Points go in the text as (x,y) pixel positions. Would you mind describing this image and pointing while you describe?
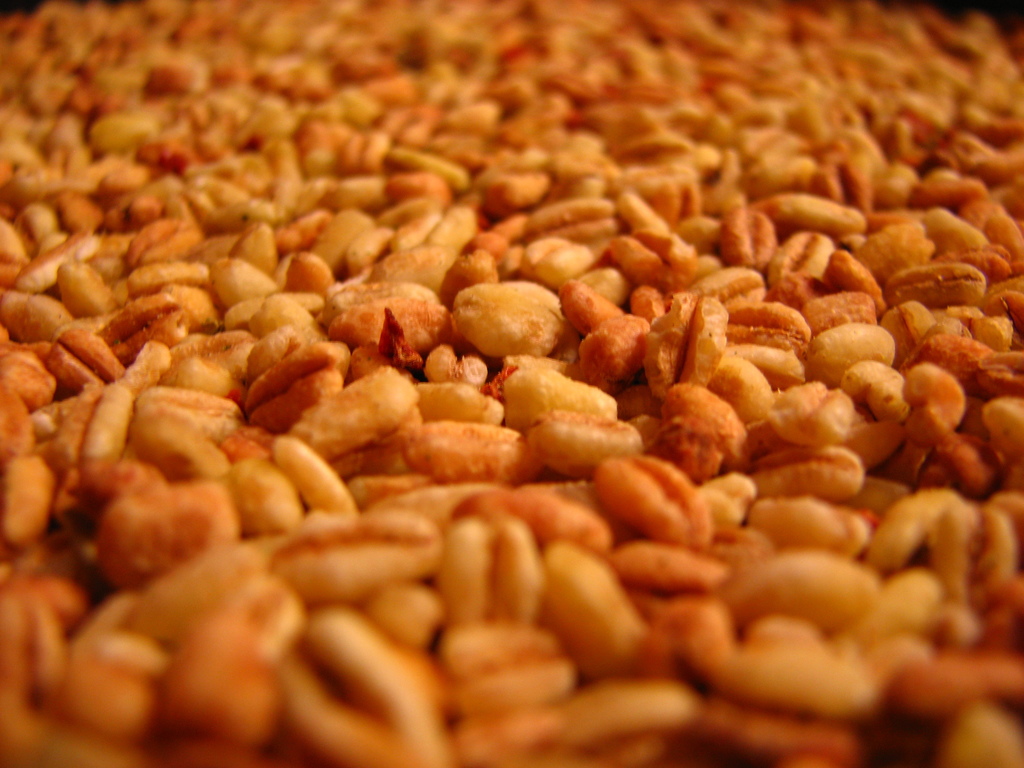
In this image we can see few objects (516,337) which looks like grains (614,389).
